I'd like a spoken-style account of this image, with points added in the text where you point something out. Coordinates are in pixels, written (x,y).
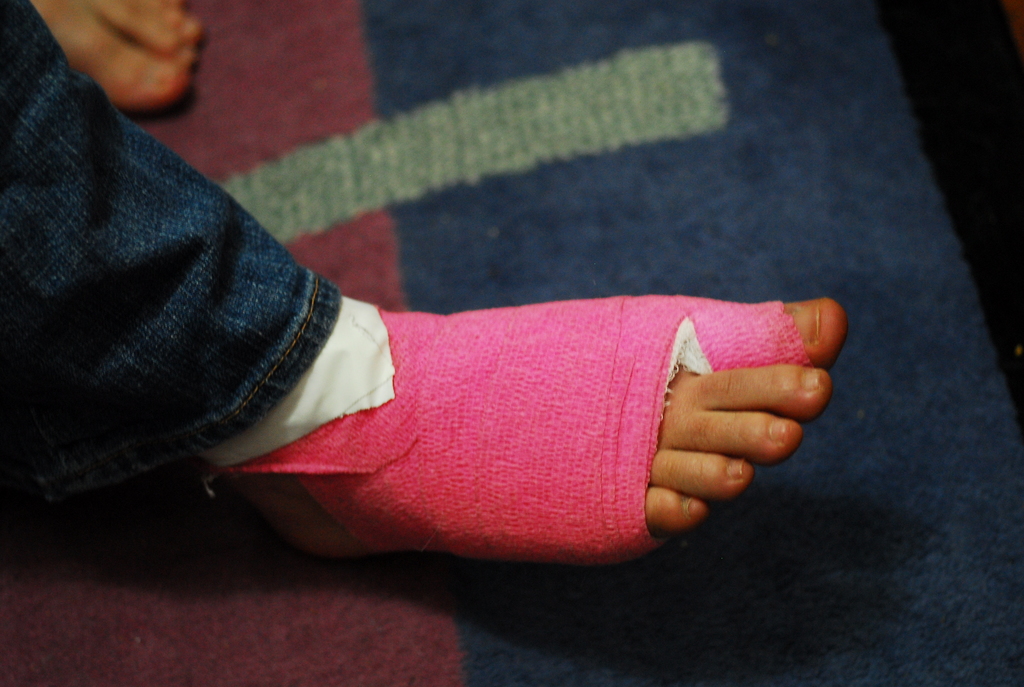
Here we can see leg (695,421) of a person (176,316) and there is a bandage (580,393).
